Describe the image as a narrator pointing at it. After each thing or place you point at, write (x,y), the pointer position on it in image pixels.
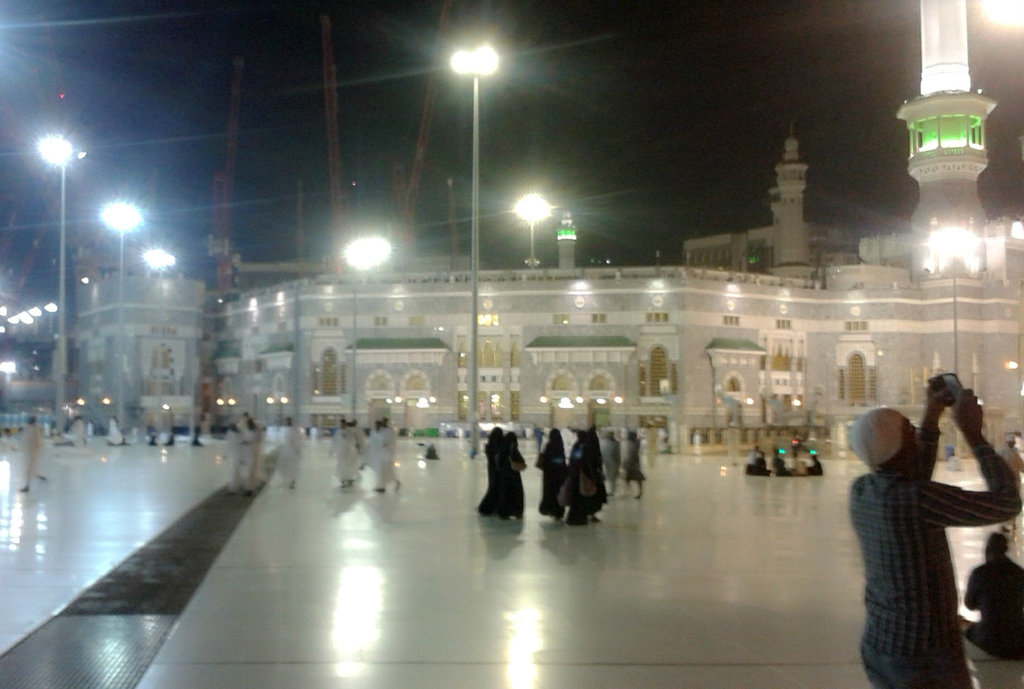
In this image I can see the group of people (602,470) with white and black color dresses (512,495). In the back (328,340) I can see the building (617,386) with lights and also there are light poles (353,340). And there is a black background (650,103).
